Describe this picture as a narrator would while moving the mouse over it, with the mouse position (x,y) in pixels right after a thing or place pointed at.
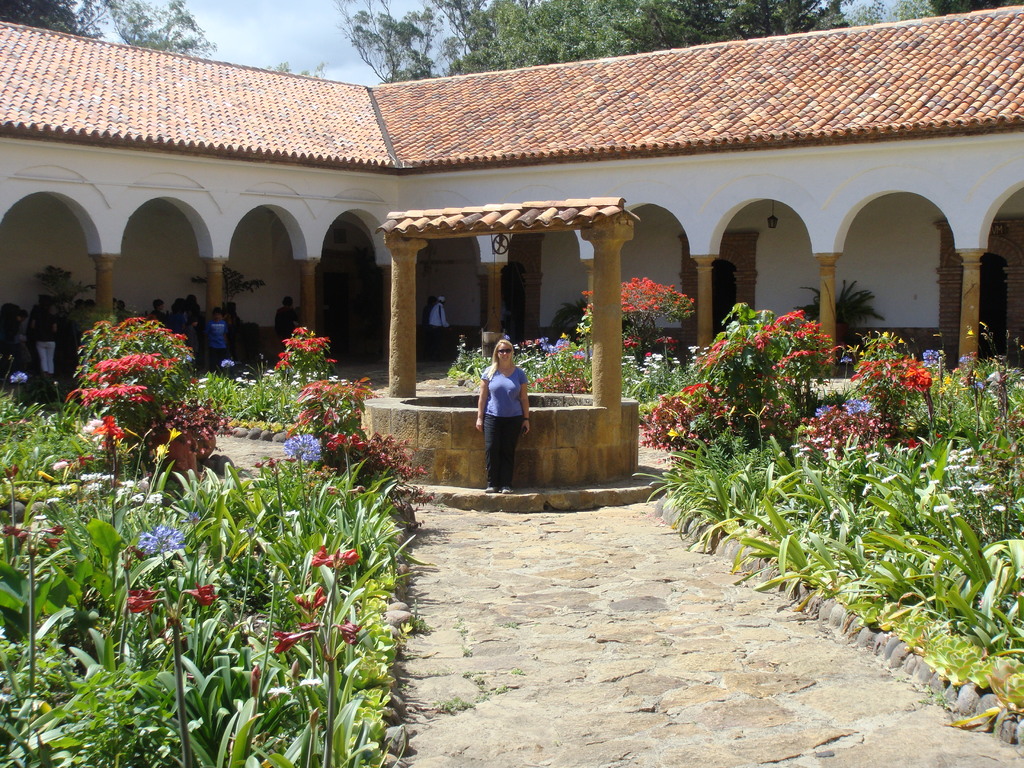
In this image we can see a woman (510,397) wearing glasses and standing. Behind the woman (523,427) we can see the well (472,433). Image also consists of a house (458,142) and many plants (641,404). We can also see the trees (531,29). Sky (267,29) is also visible. We can also see the path (693,681) and the stones (974,696).
